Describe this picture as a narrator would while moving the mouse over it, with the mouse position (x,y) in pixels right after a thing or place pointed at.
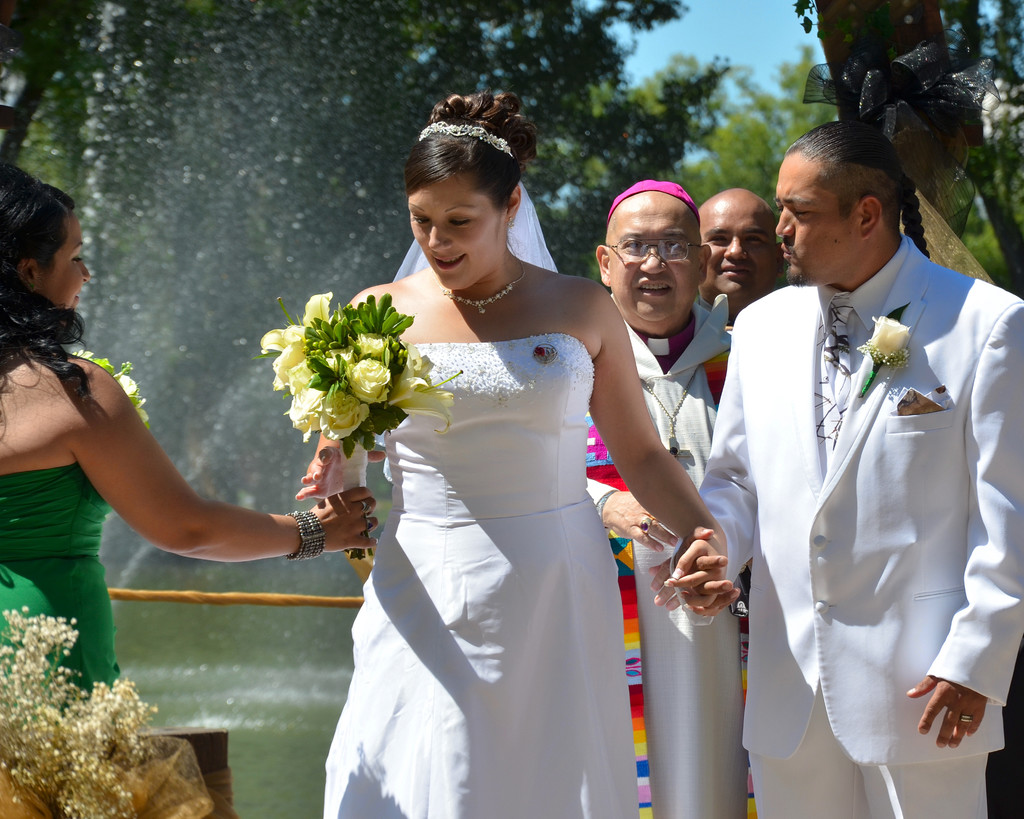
In the middle (516,323) a beautiful woman (501,333) is there, she wore white color dress (502,491). At the right side (912,311) a man (857,525) is holding her hand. He wore white color dress (850,514). This is the water (239,674).
